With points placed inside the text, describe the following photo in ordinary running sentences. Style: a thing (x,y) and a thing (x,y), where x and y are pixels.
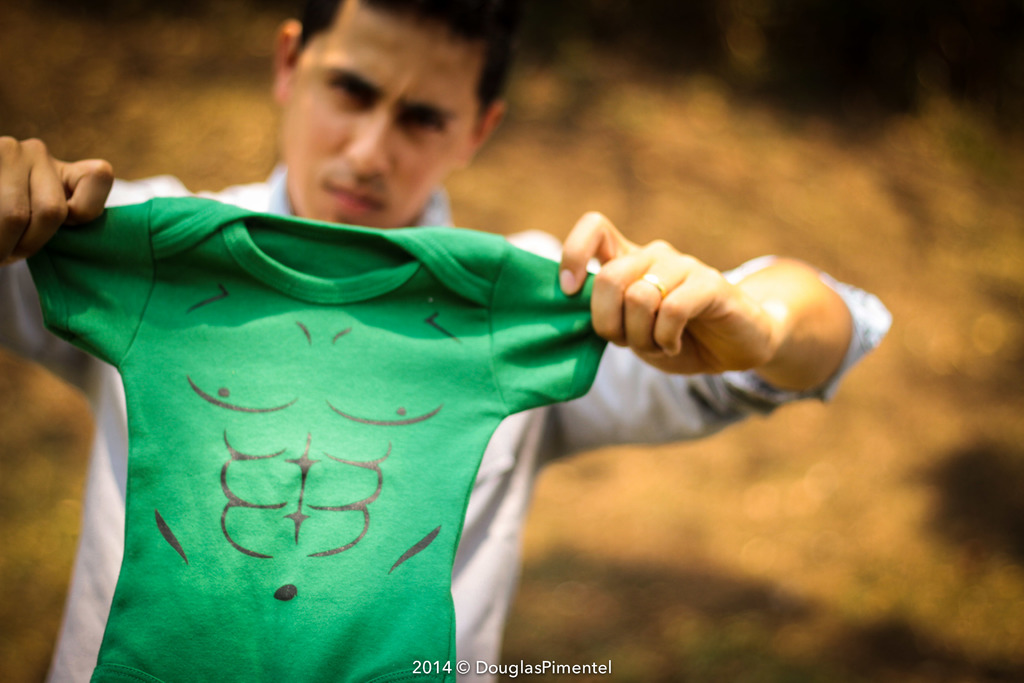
In this image there is a person (123,421) holding a T-shirt (278,477) in his hand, at the bottom of the image (602,669) there is some text (498,662).
